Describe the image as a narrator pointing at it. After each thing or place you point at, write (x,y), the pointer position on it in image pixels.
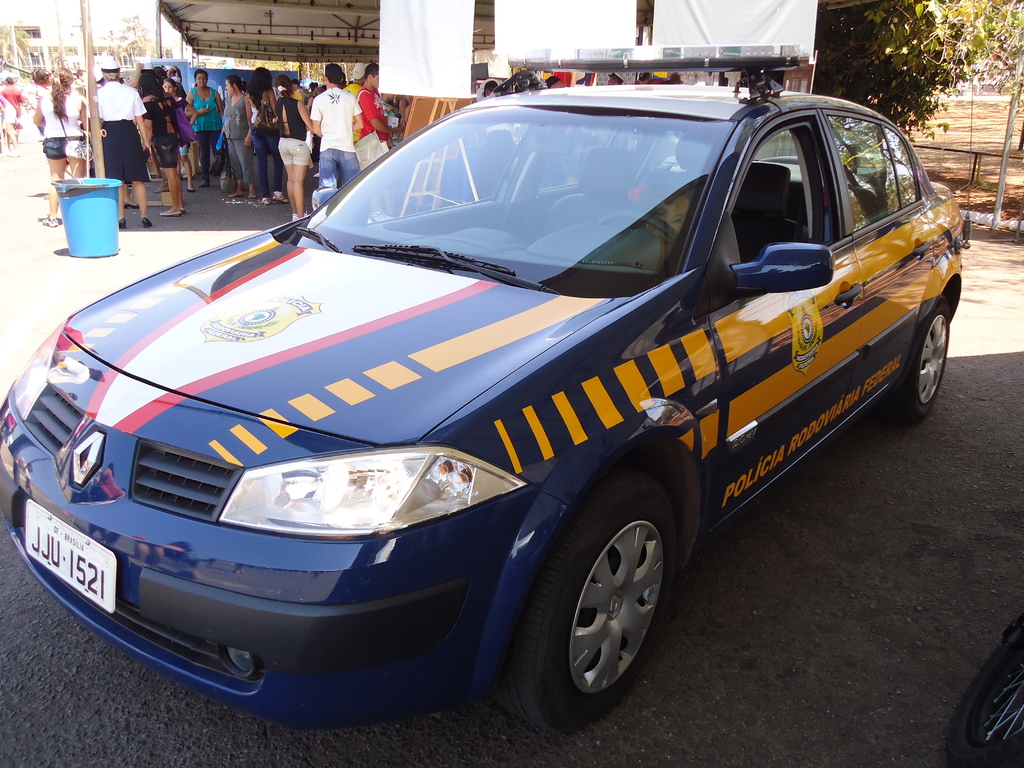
In this image there is a police vehicle (723,448) parked on the road (805,667). In the background (231,87) there are people (244,116) standing under the roof (315,47). There is also a pole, dustbin (97,224) and posters (753,31). Image also consists of trees (937,50).
